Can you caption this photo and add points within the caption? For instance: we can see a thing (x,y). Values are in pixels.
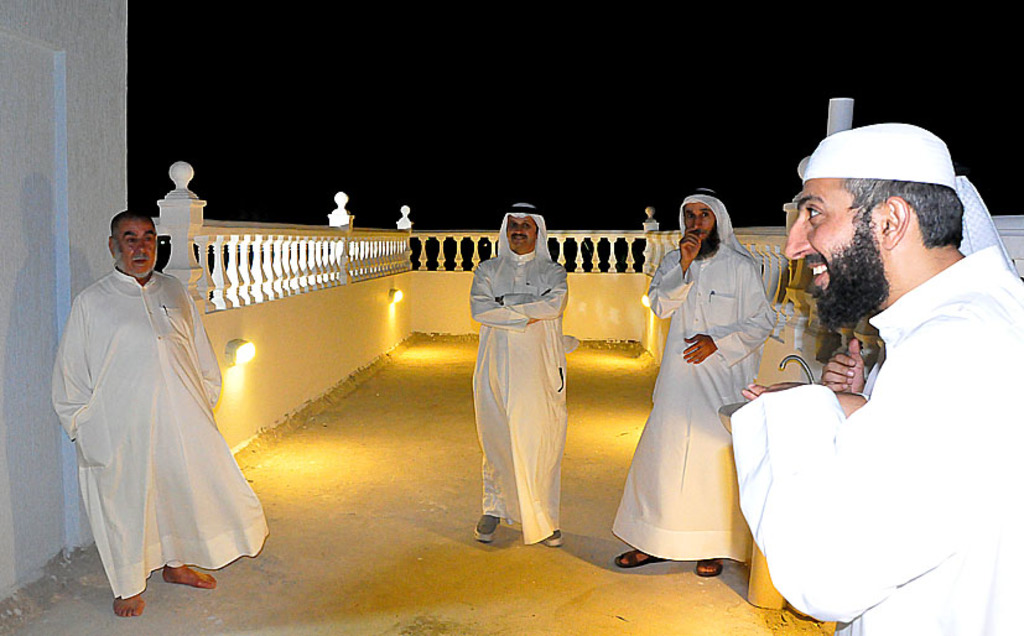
In this picture we can see a few people (622,565) standing on the ground (313,556). There are a few lights (393,295) and railing (193,212) is visible from left to right on the building (14,530). At the top of the picture (479,35), we can see a dark view (274,70).
